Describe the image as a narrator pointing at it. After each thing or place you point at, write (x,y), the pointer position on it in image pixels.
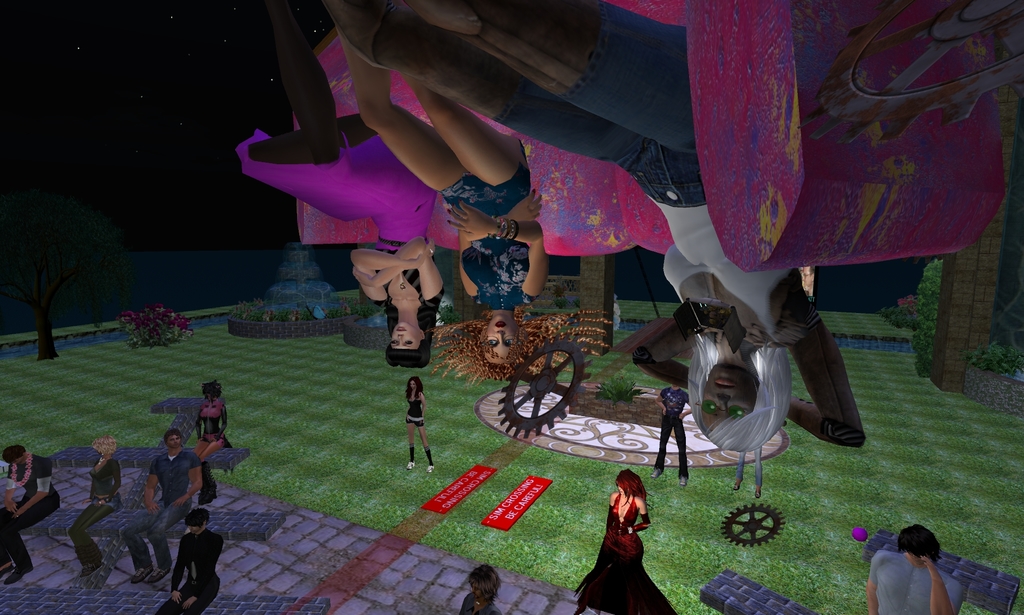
This is an animation and here we can see many people (685,301) standing and sitting and there are trees (52,271), plants (302,311) and we can see a fountain (299,286), wheels (543,388), pillars (950,325) and at the bottom (853,531), we can see some objects (520,513) on the ground (389,501).
